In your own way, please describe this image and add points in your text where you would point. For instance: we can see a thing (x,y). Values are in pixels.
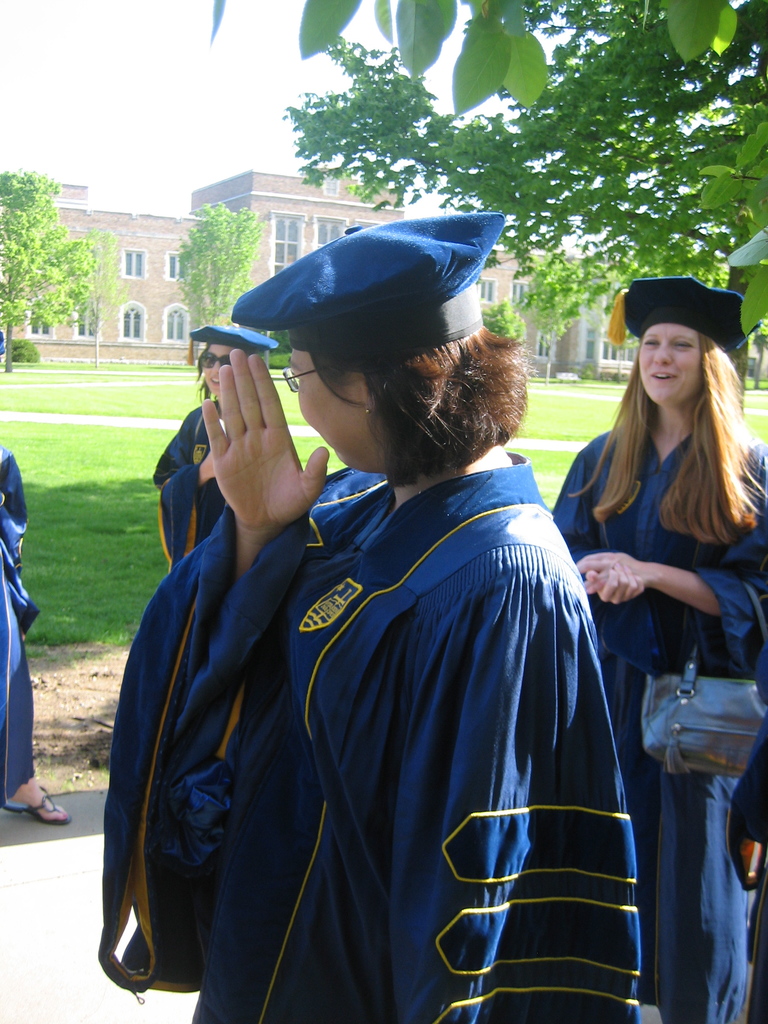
In this image, we can see persons (453,483) wearing clothes (203,558) and caps (632,304). There is a building (290,201) and some trees (56,295) in the middle of the image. There is a sky (277,37) at the top of the image (274,49).
